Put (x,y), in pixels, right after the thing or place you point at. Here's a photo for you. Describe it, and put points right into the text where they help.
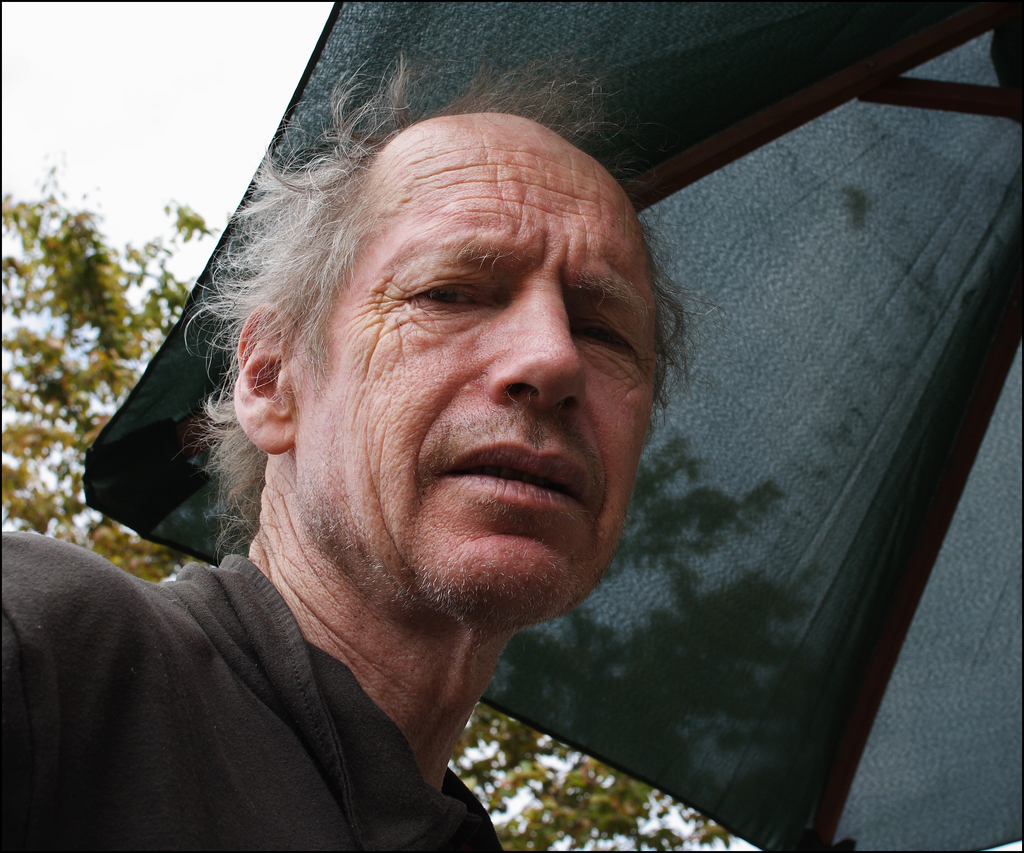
In front of the image there is a person (389,203). On top of the person's head (437,191) there is a tent (826,563). In the background of the image (606,808) there are trees (638,799).
